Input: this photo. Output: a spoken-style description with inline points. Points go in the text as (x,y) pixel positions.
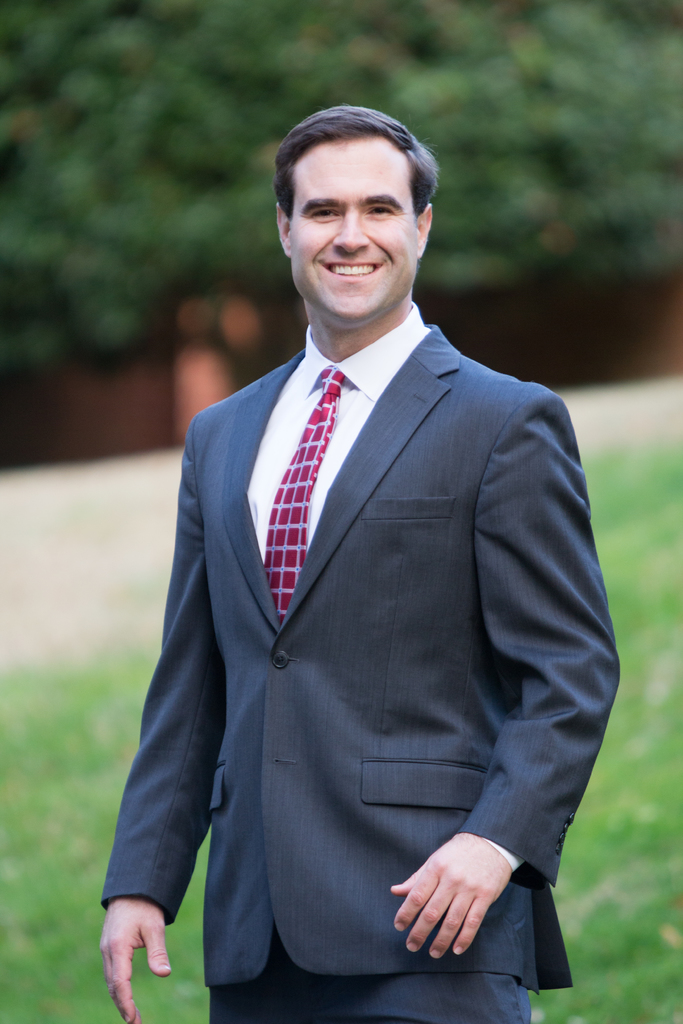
In this image we can see a person (368,469) wearing a coat (391,674) and tie (302,465) is standing on the ground (592,850). In the background (673,789), we can see the grass (637,836) and a group of trees (391,80).
